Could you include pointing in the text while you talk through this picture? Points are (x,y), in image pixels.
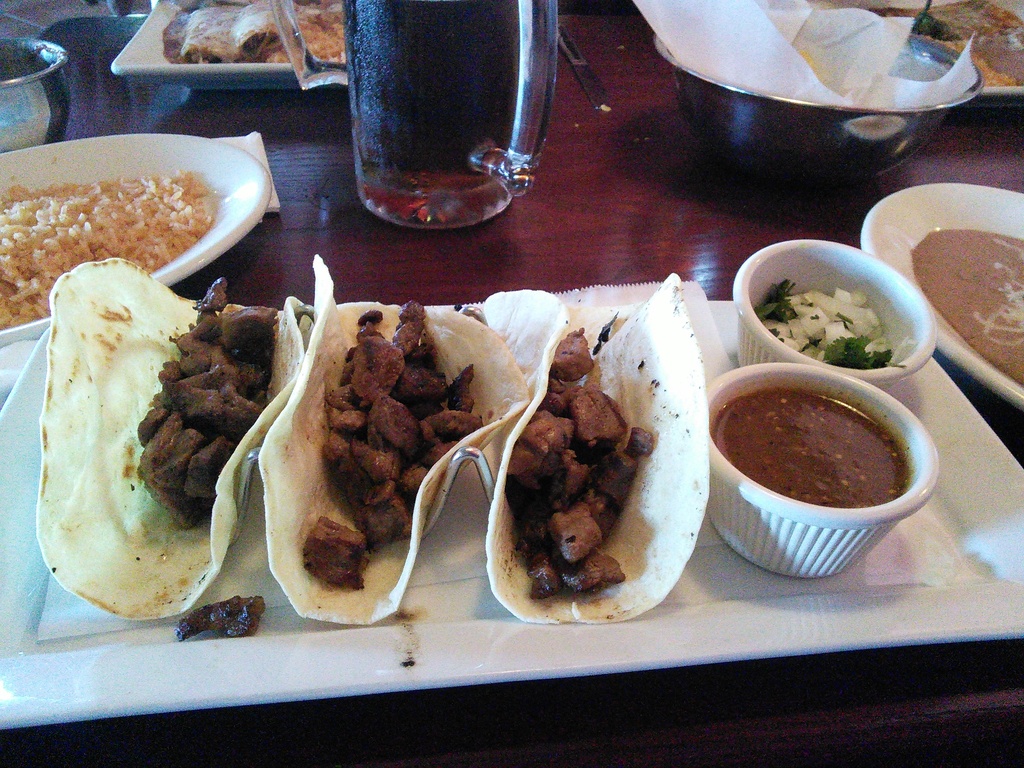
In this image we can see some food (496,399), salad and sauce (875,460) placed in a plate (924,407). We can also see a glass (428,219), plate (241,236), some tissue papers (690,62) in a bowl (764,137) on the table (654,228).
